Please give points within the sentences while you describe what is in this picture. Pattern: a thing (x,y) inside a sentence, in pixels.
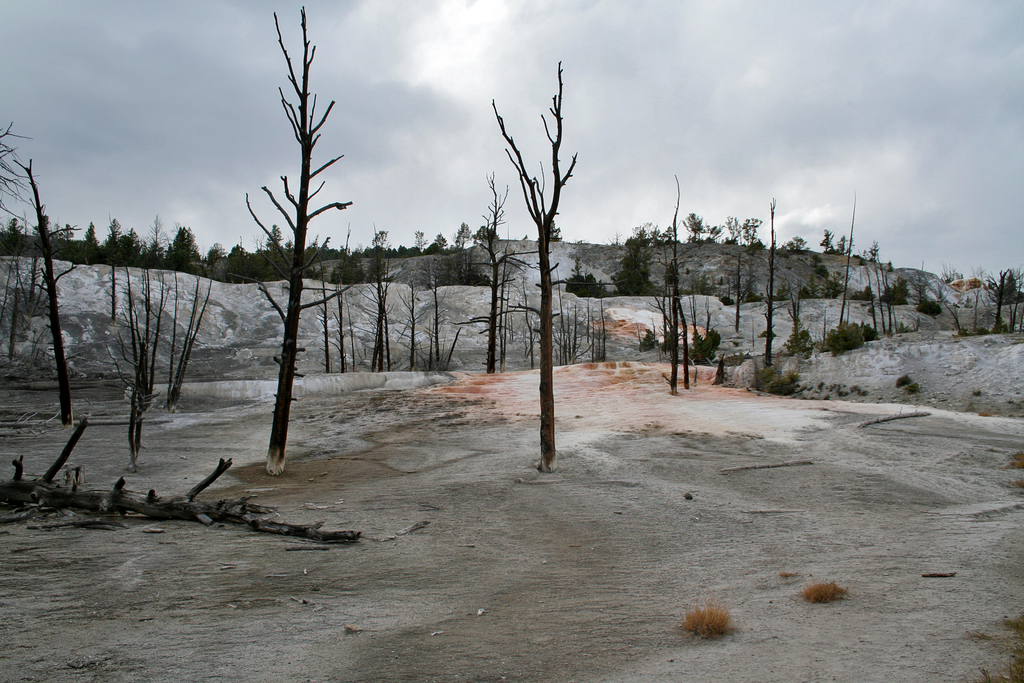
There are dry trees (293,263) on the dry land (611,347). In the background (806,371), there are trees (180,235) on the hills (785,311) and there are clouds (765,65) in the sky (716,67).
